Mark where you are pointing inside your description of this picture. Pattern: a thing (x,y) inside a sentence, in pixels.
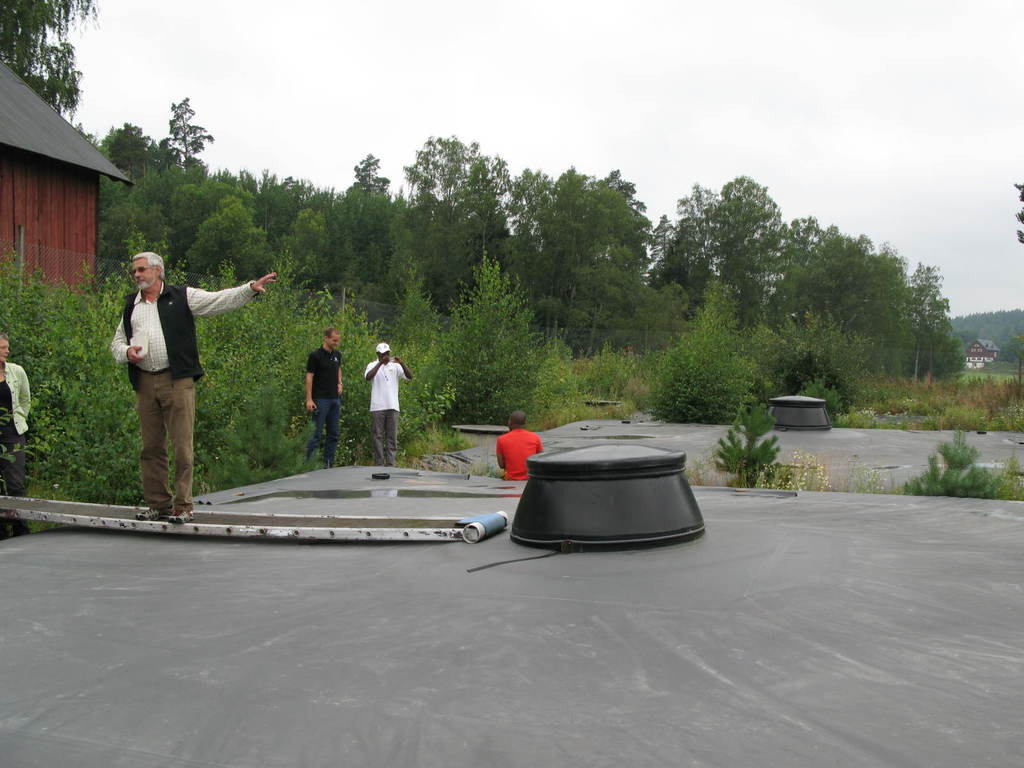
In the image we can see there are four people (173,350) standing and one is sitting, they are wearing clothes (186,353) and shoes (150,518). This person (149,296) is wearing goggles (135,269) and another person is wearing a cap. This is a footpath (501,490), object (563,471), grass (865,484), plants (530,340), trees (463,276) and a white sky (612,70). This is a house (32,154).
